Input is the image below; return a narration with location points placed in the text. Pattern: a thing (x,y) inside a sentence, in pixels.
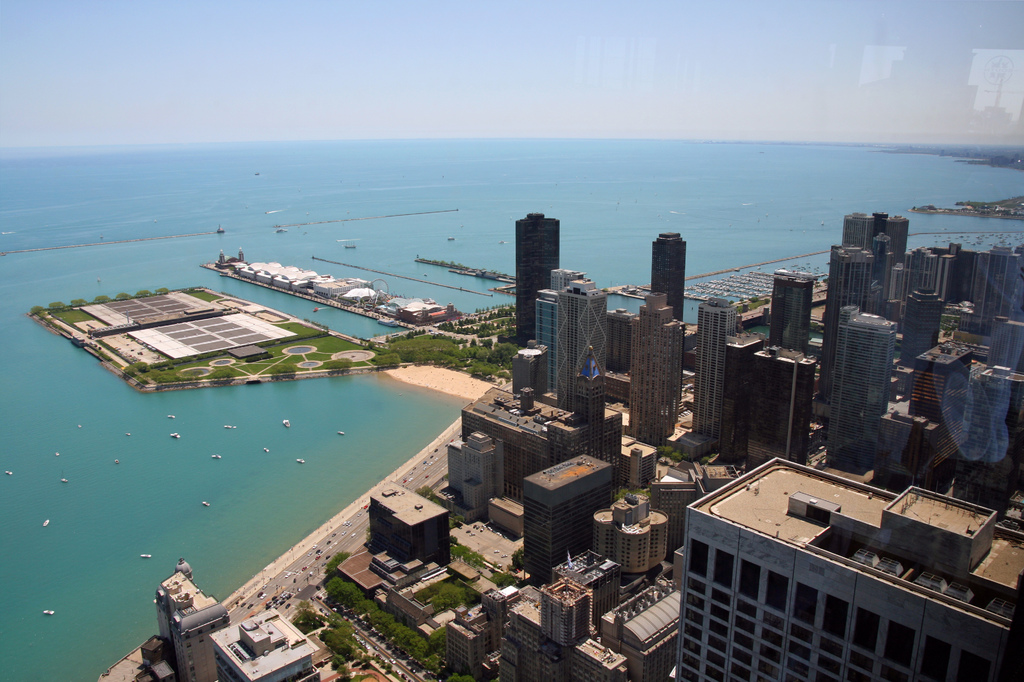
This image is taken from the top view. In this image we can see many buildings (759,384), trees (425,592) and also vehicles (393,663) on the road (405,667). We can also see the sea (917,240) and also grass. Sky (870,15) is also visible.
